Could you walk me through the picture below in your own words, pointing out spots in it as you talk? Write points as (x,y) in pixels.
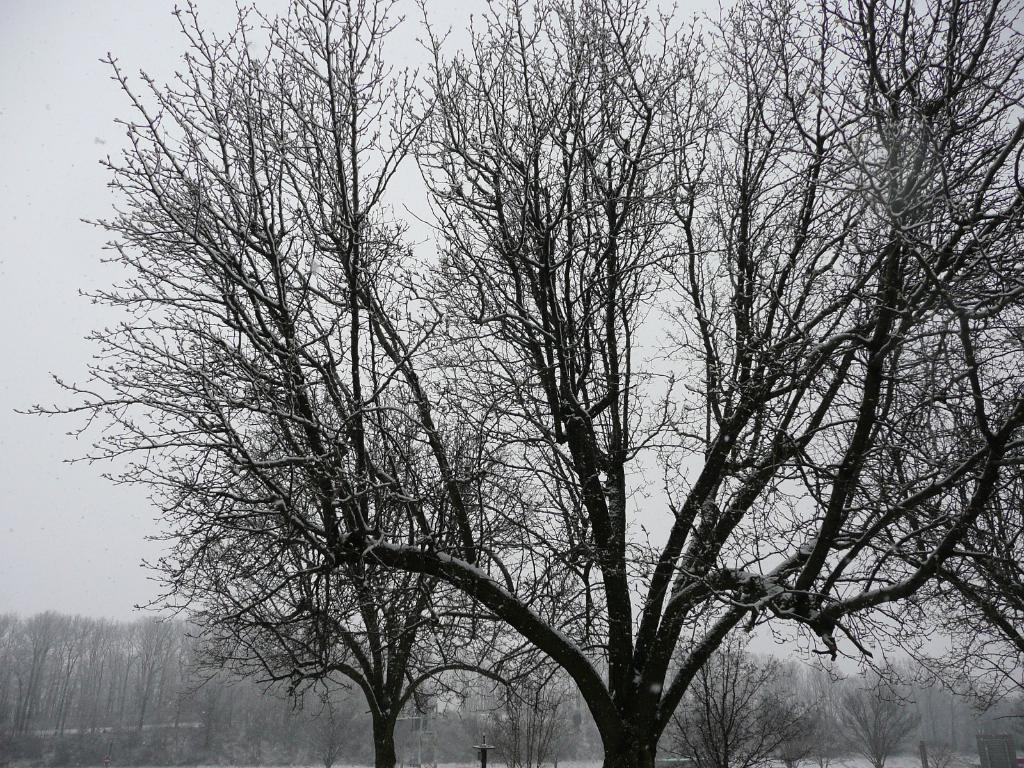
In the center of the image (374,505) there are trees (517,605). In the background of the image (56,610) there is snow (860,762) and sky (70,63).
